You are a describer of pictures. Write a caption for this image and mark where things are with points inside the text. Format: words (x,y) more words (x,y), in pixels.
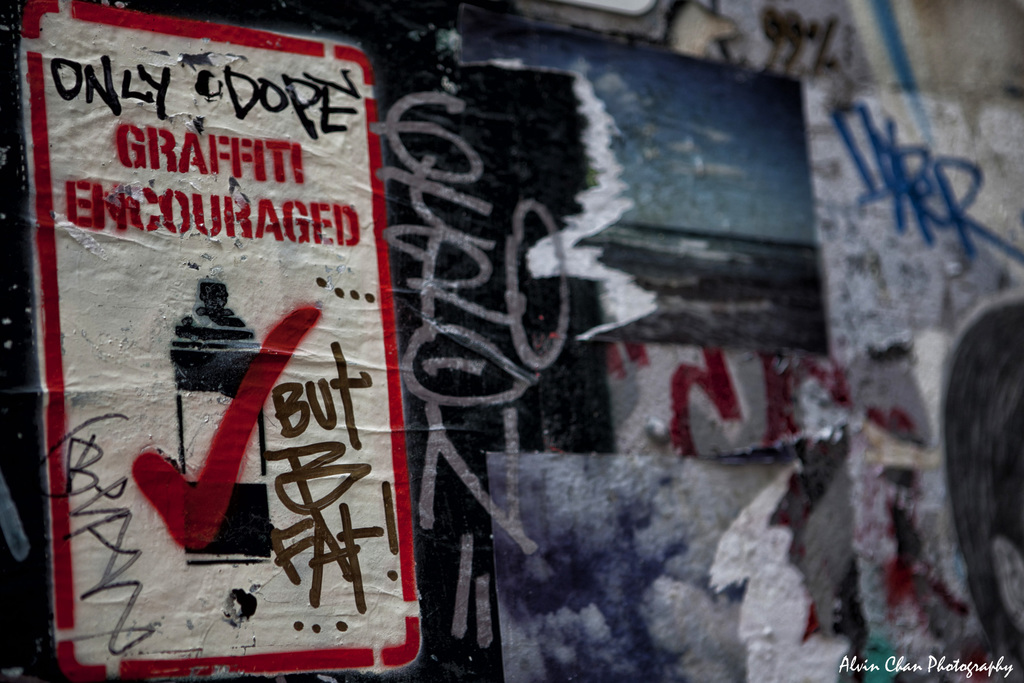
In the center of the image (506,237) there is a wall (807,125). There is a graffiti painting (373,114) on the wall (63,451). In the right side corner of the image there is some text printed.
